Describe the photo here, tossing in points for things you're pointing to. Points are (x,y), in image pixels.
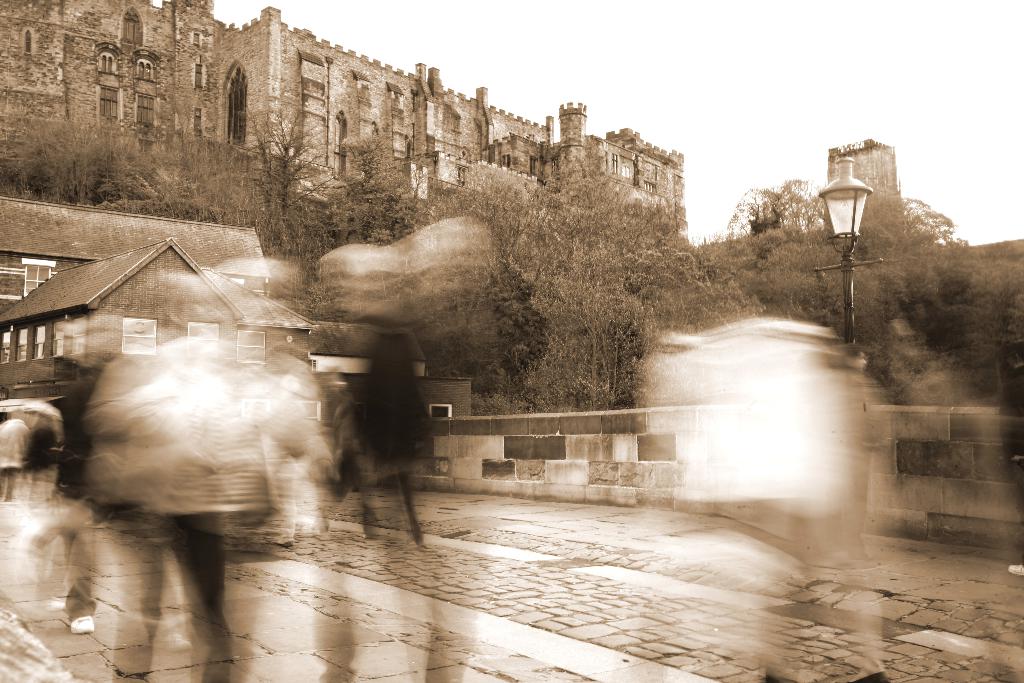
In this image we can see a fort (107,73) a house (62,249), a pole (853,281) and a light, there are some persons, and the front part of the image is blurred.
